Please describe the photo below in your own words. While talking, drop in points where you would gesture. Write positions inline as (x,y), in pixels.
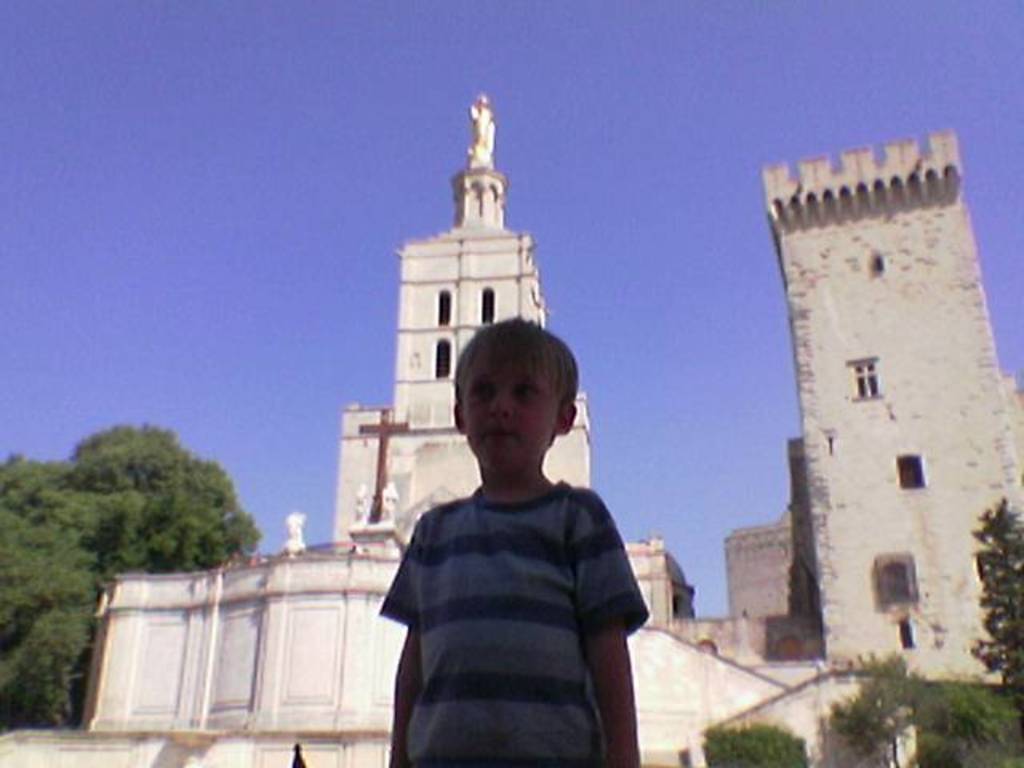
In this Image I can see the person (512,641) with blue color dress (488,653). In the back (231,615) there are trees (27,542) and the buildings (902,357) which are in white color. In the back (309,241) there is a blue sky (57,90).
